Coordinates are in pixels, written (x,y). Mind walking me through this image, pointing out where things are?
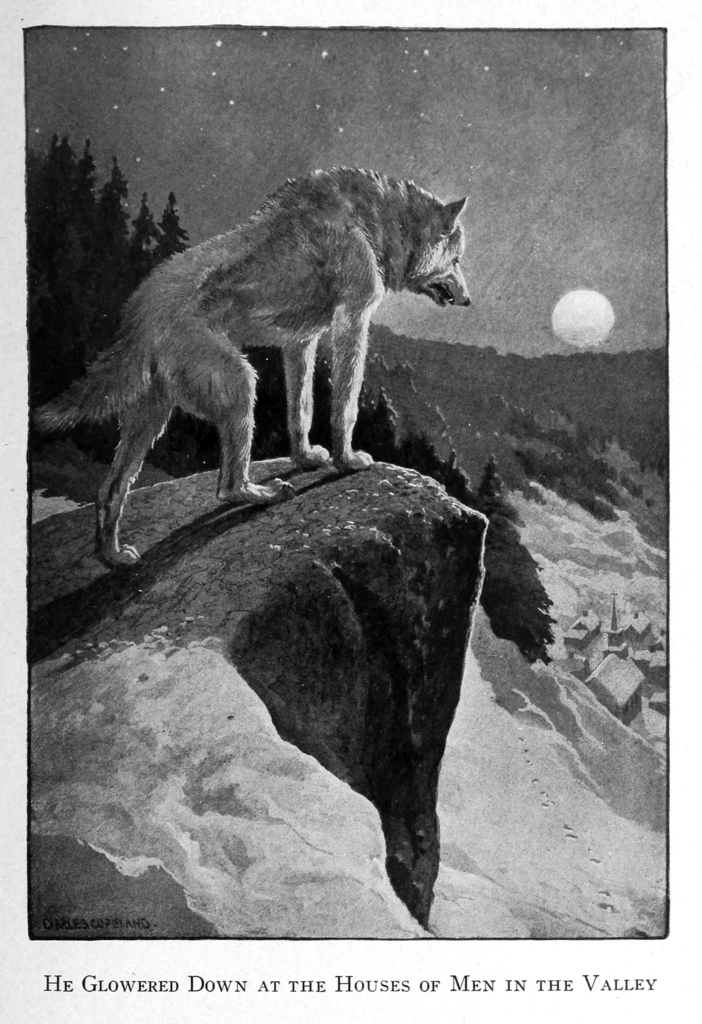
This is an edited image. On the left (178,383) there is an animal (298,257) standing on the rock (254,520). In the background (594,150) we can see the sky (511,155), moon (593,309) in the sky (603,345) and we can see the trees (101,251) and some houses (621,652). At the bottom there is a text (593,983) on the image.
